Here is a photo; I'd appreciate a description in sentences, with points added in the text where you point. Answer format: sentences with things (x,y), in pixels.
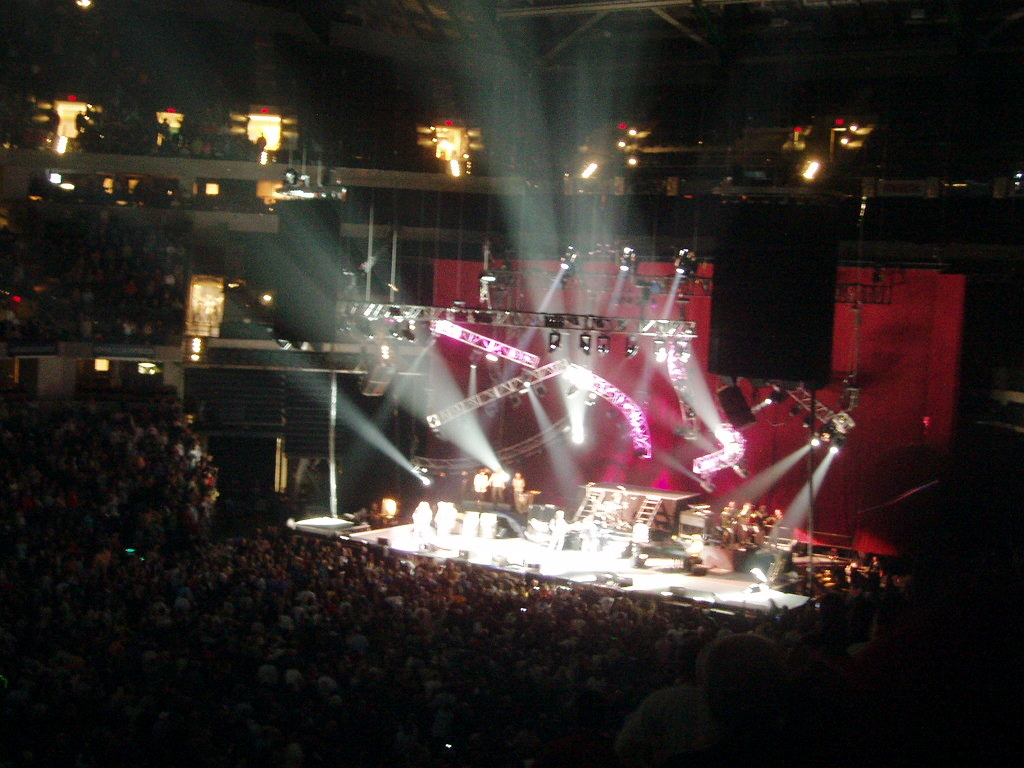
As we can see in the image there are group of people (338,651) here and there and lights (424,477). The image is little dark.
